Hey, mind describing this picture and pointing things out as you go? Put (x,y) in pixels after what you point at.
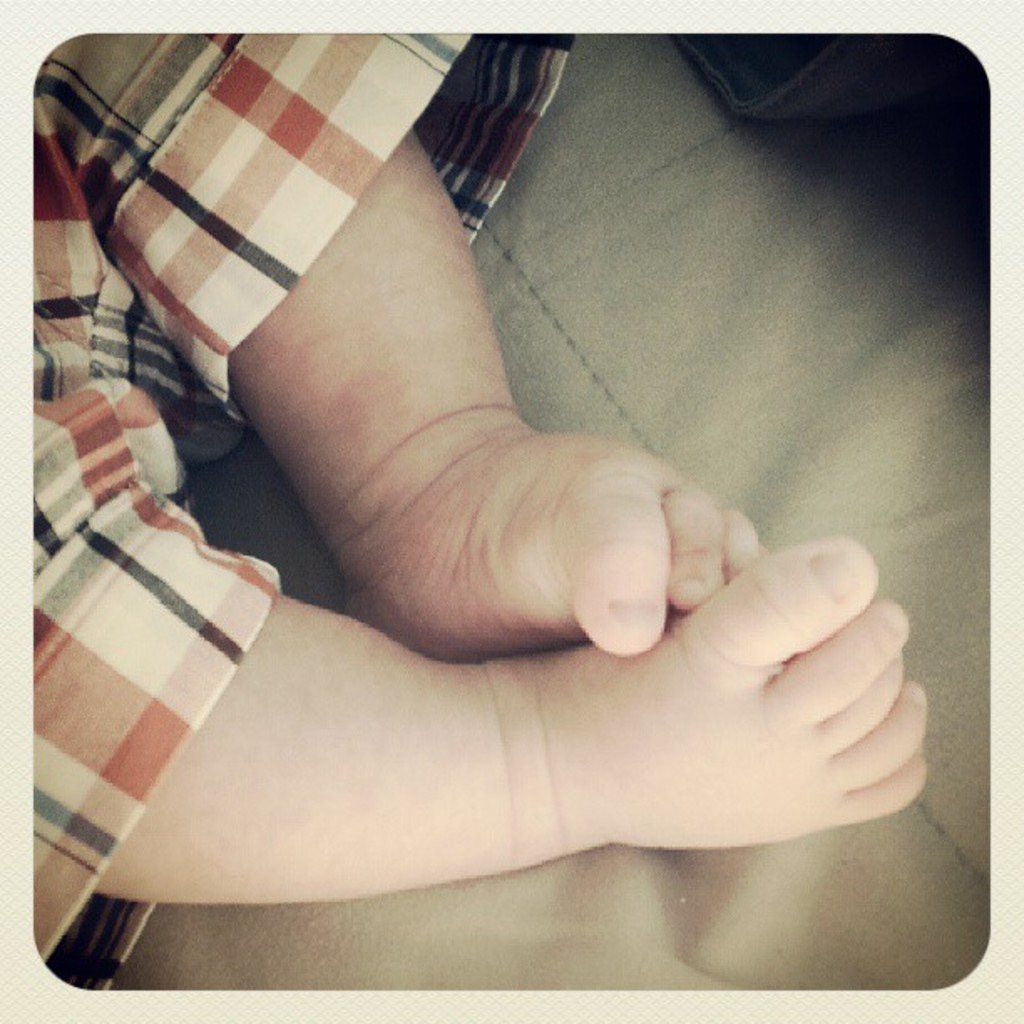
In this image there is a person (334,505) and there is an object (841,106) which is black in colour, which is on the surface (705,388) which is brown in colour.
